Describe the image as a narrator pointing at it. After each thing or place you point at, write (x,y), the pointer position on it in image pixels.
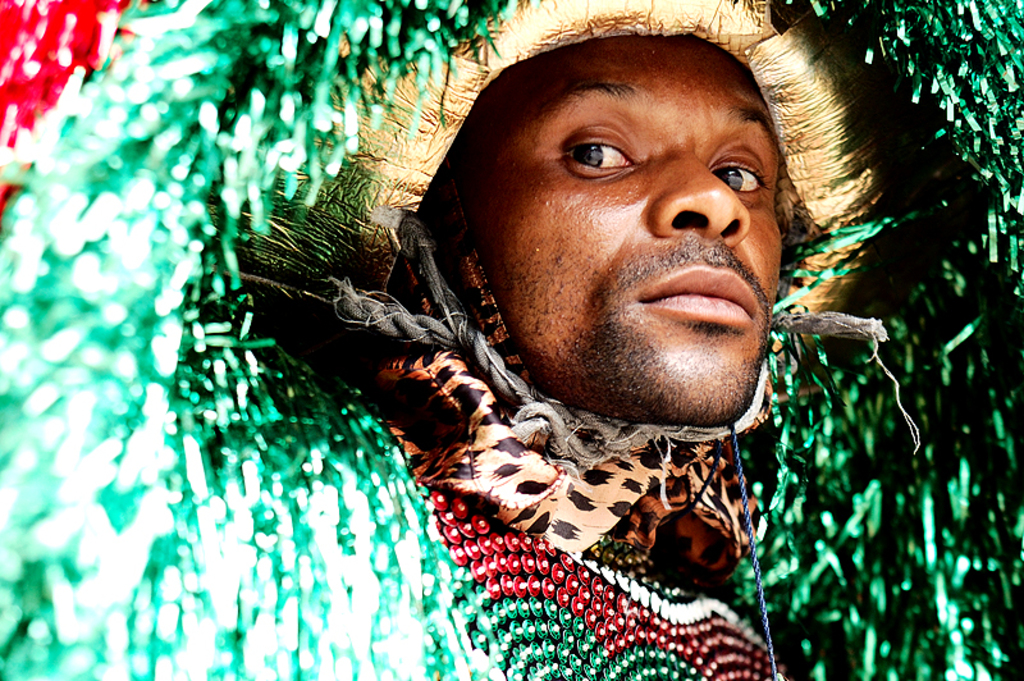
In this image, I can see the man (647,543). He wore a fancy dress (353,472), which is green and red in color.
